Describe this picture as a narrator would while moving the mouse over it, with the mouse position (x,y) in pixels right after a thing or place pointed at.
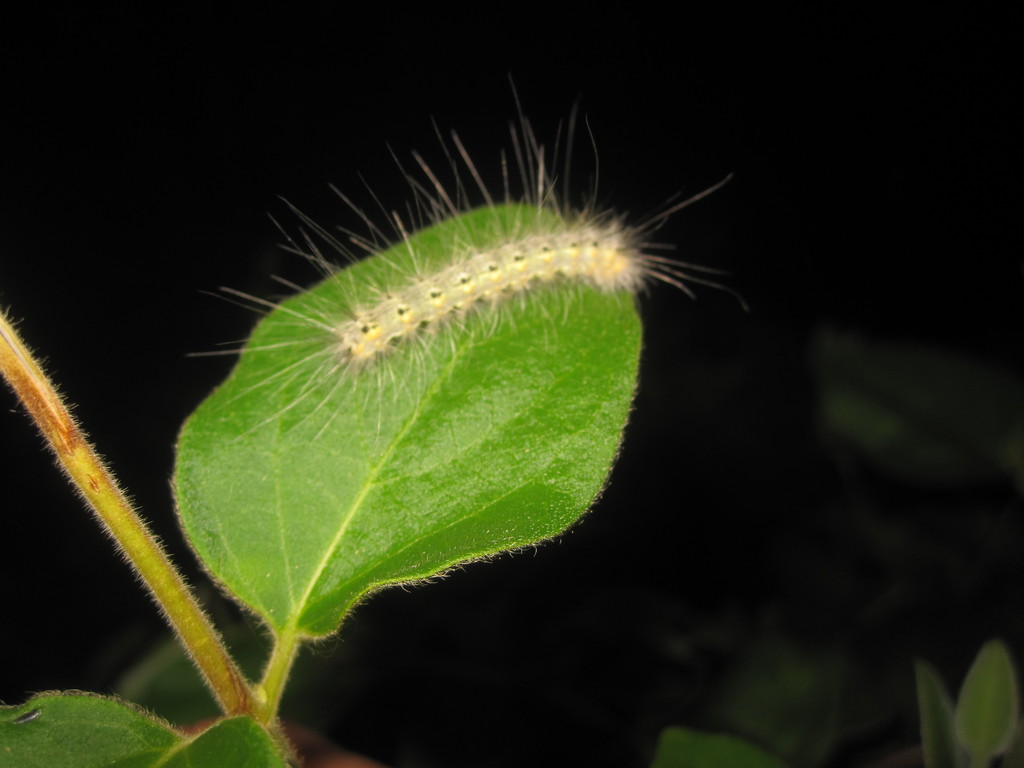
In this image we can see a stem (213,630) with leaves (315,539). On the leaf (302,539) there is a caterpillar (382,298). In the background (564,43) it is dark.
